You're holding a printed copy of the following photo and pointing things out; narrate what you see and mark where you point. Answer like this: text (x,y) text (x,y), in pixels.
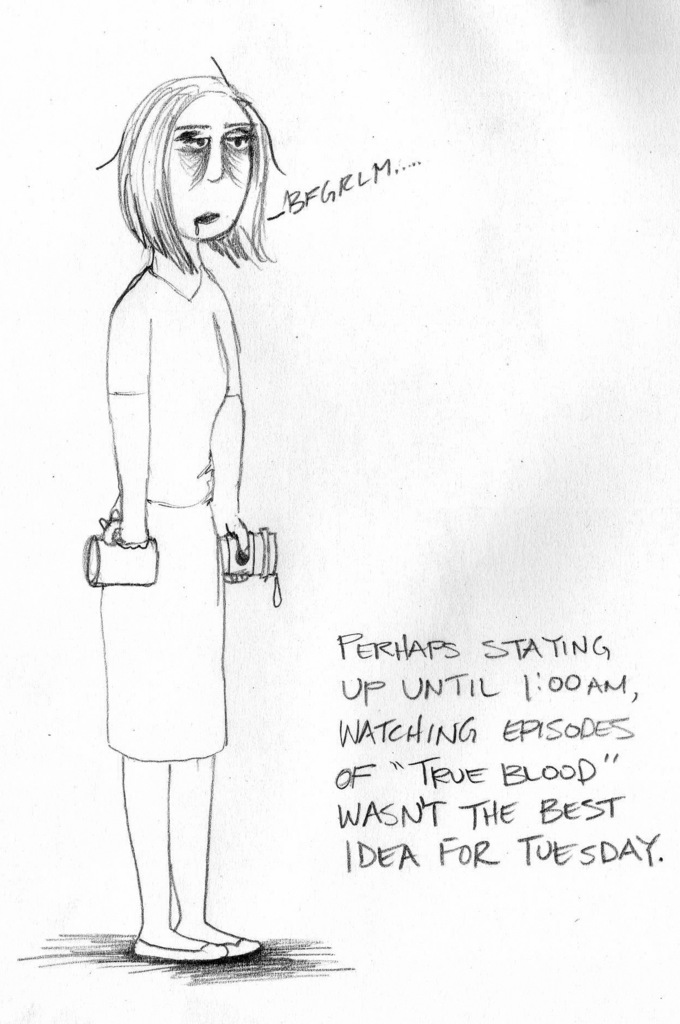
In this image I can see depiction of a woman (175,949). I can also see something is written over here and I can see white colour in the background (359,632).
